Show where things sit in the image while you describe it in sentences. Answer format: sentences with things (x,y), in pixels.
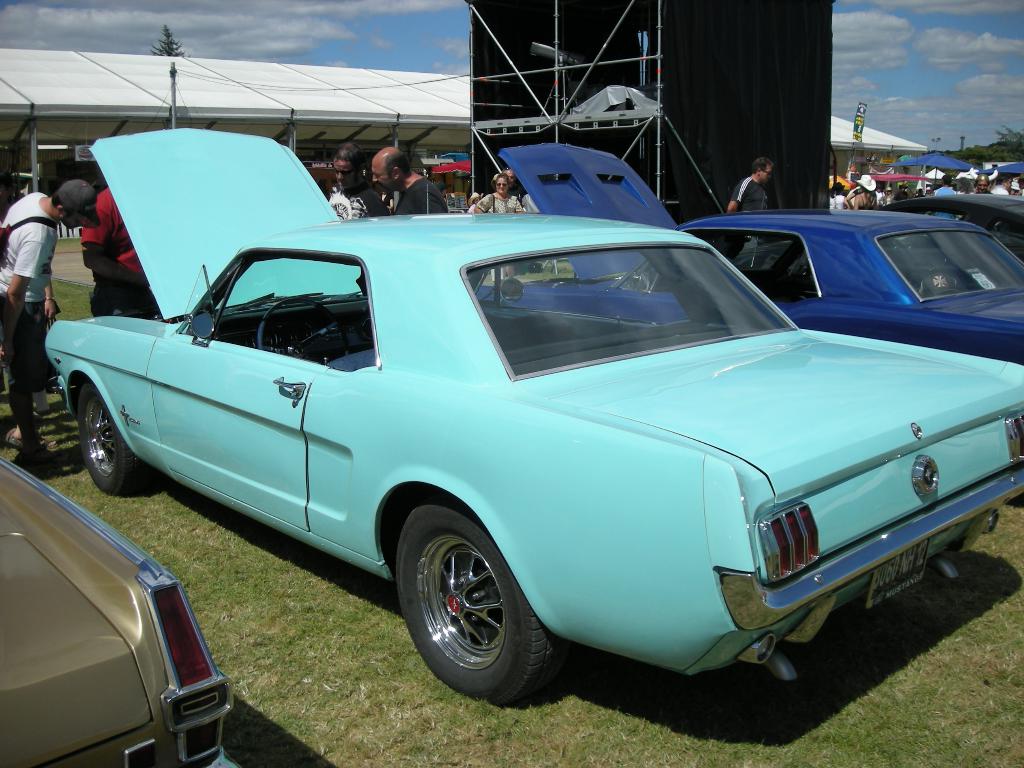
In this picture I can see few cars (597,316) in front (641,198) and I see people (72,181) near to the cars (434,228). In the middle of this picture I see a black color thing (479,45). In the background (113,94) I see the white color shade (279,106) and few trees (996,150) and I see the sky (876,41) which is a bit cloudy.
